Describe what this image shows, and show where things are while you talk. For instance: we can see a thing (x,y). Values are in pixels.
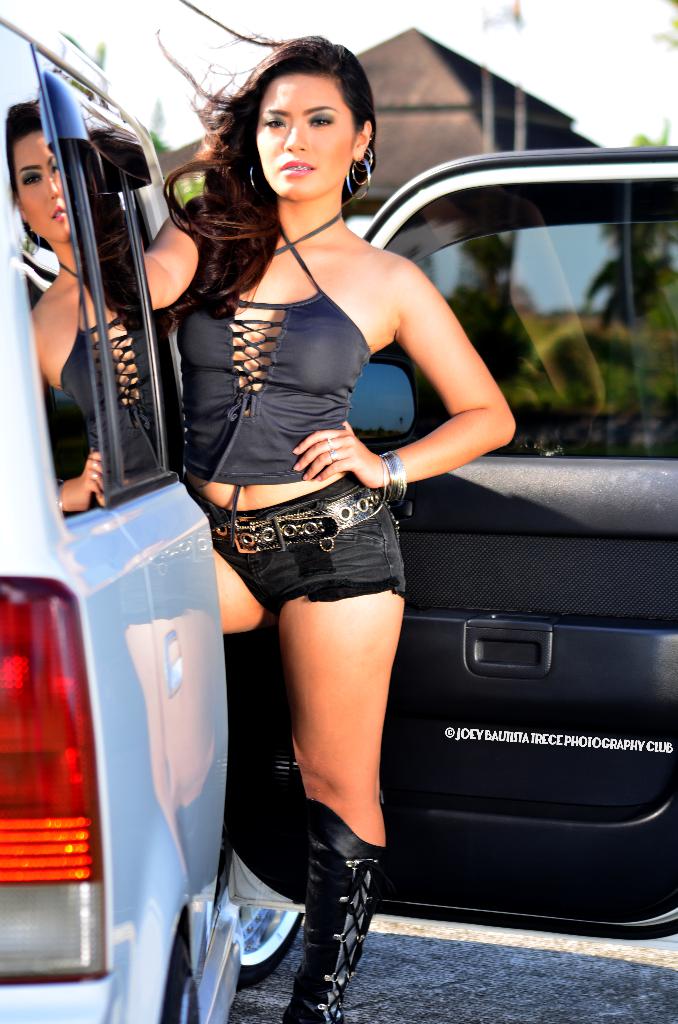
In this image there is a woman (228,219) standing near a vehicle (220,951), and in the background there is a house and plants (517,310).
